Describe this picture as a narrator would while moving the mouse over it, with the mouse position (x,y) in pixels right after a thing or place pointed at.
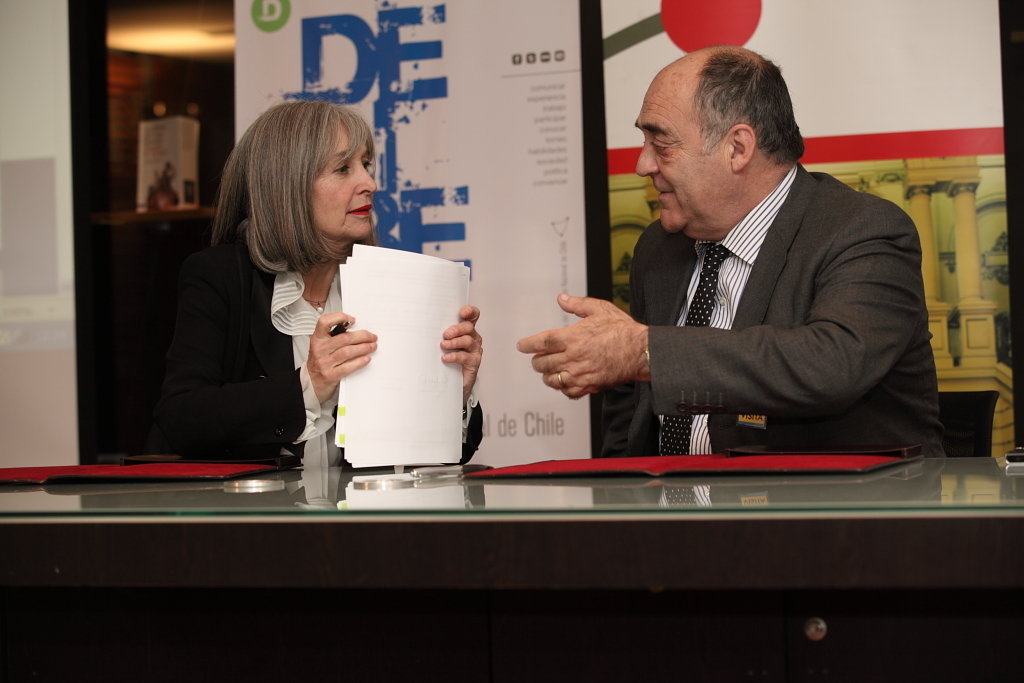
In the image we can see there are people (468,306) who are sitting on chair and woman (461,339) is holding papers (419,362) in her hand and on table (675,507) there are files (565,465) and at the back (365,34) there are banners (547,68).
